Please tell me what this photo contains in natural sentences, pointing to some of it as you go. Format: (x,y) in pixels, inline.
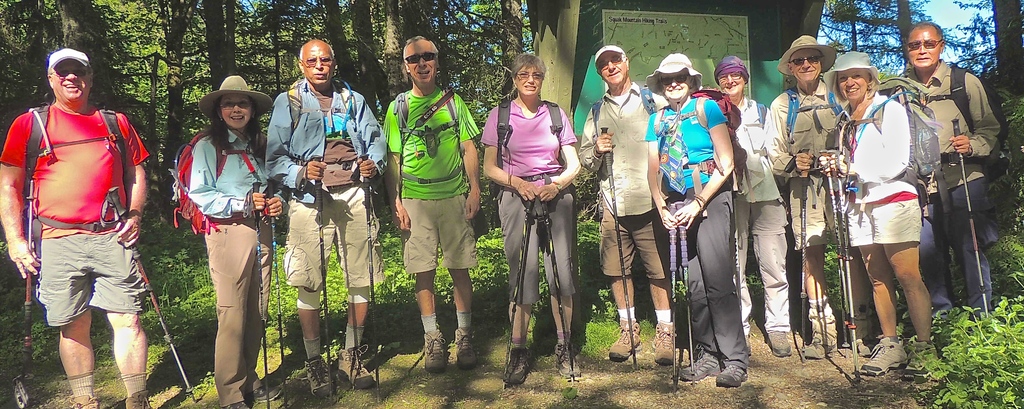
In this image there are a few people (525,145) standing and holding their luggages (529,173) and sticks (613,194), behind them there is a wall structure (583,38) and a map (658,37) is attached to it. In the background (484,13) there are trees (305,25).
